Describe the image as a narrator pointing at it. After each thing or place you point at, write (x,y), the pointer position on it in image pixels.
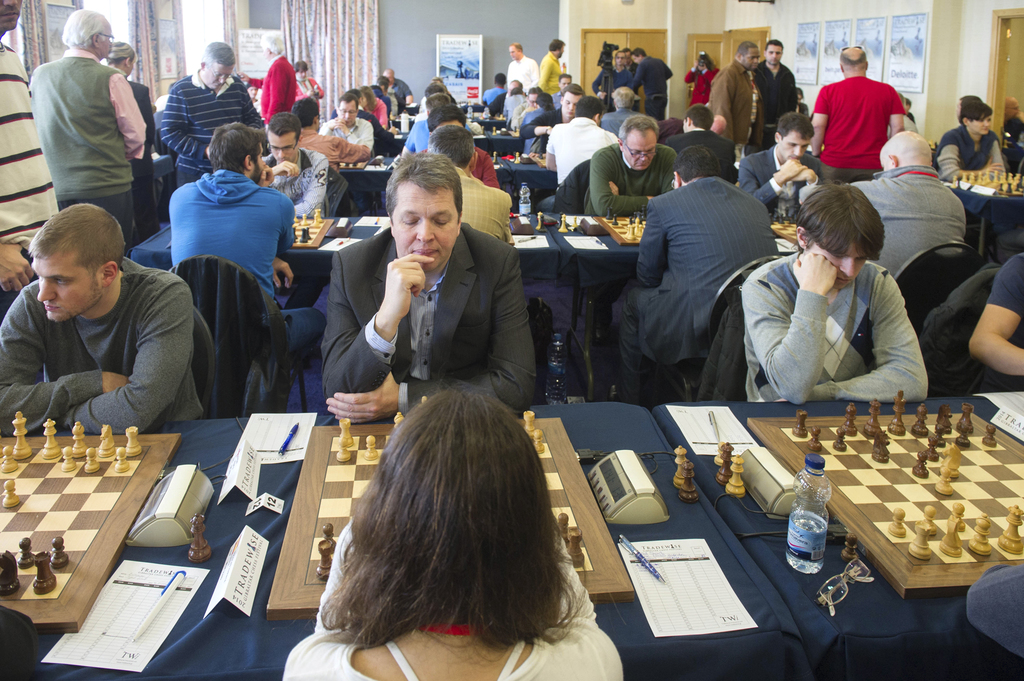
In this image I see number of people (280,45) who are sitting on chairs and rest of them are standing. I can also see there are tables (936,399) in front of them on which there are chess board (580,476) and chess coins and other few things (733,619) on it. In the background (394,47) I see the wall (604,15).
